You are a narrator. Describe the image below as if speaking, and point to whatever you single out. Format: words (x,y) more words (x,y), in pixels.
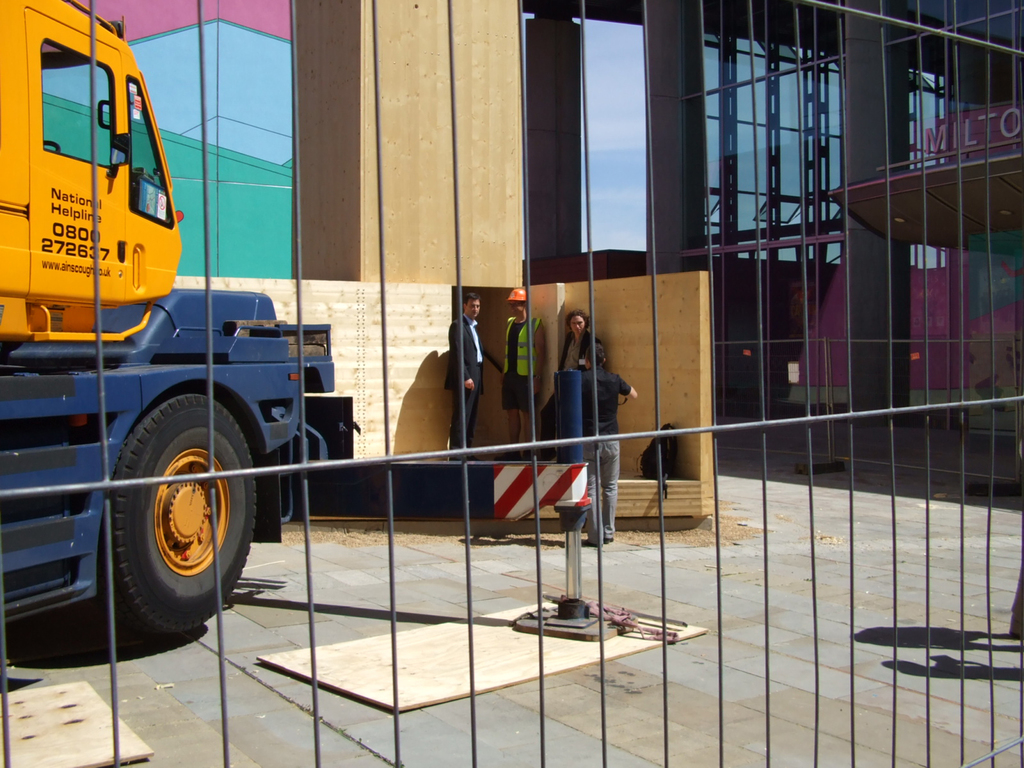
In this picture I can see there is a vehicle (71,433) parked here on the left side (184,420) and there are few people (584,343) standing here on the right side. In the backdrop (532,176) there is a building (755,329).
